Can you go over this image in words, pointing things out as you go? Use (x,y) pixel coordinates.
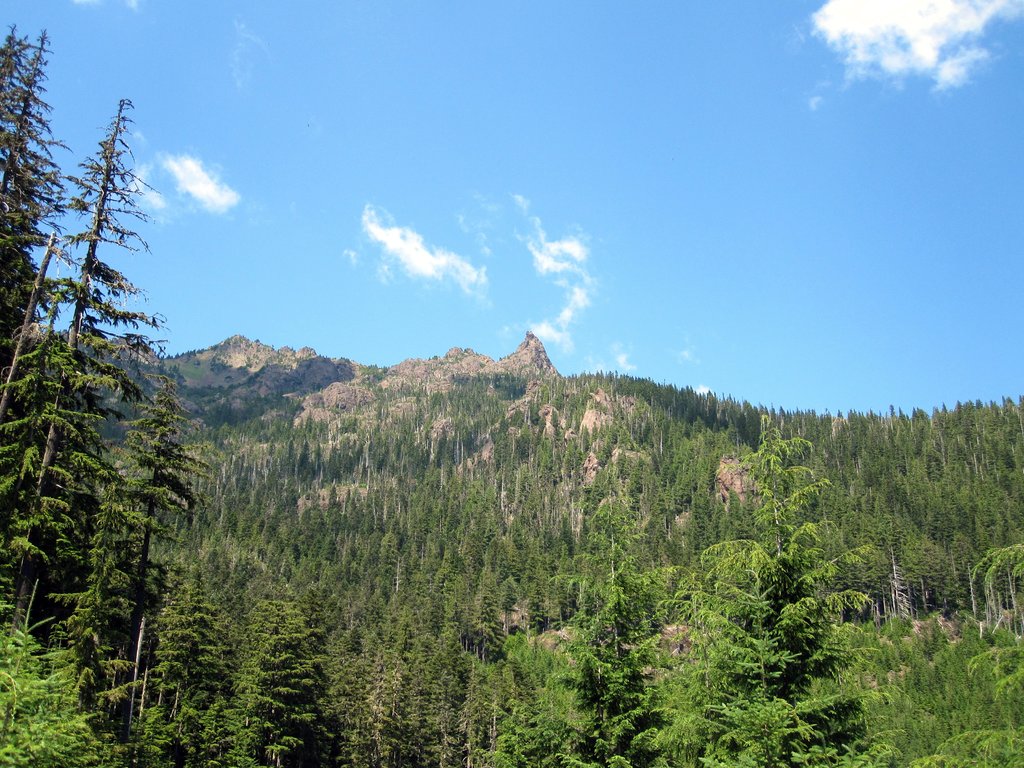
In the image I can see some trees (485,633), plants (953,730) and some mountains (376,544) around.
